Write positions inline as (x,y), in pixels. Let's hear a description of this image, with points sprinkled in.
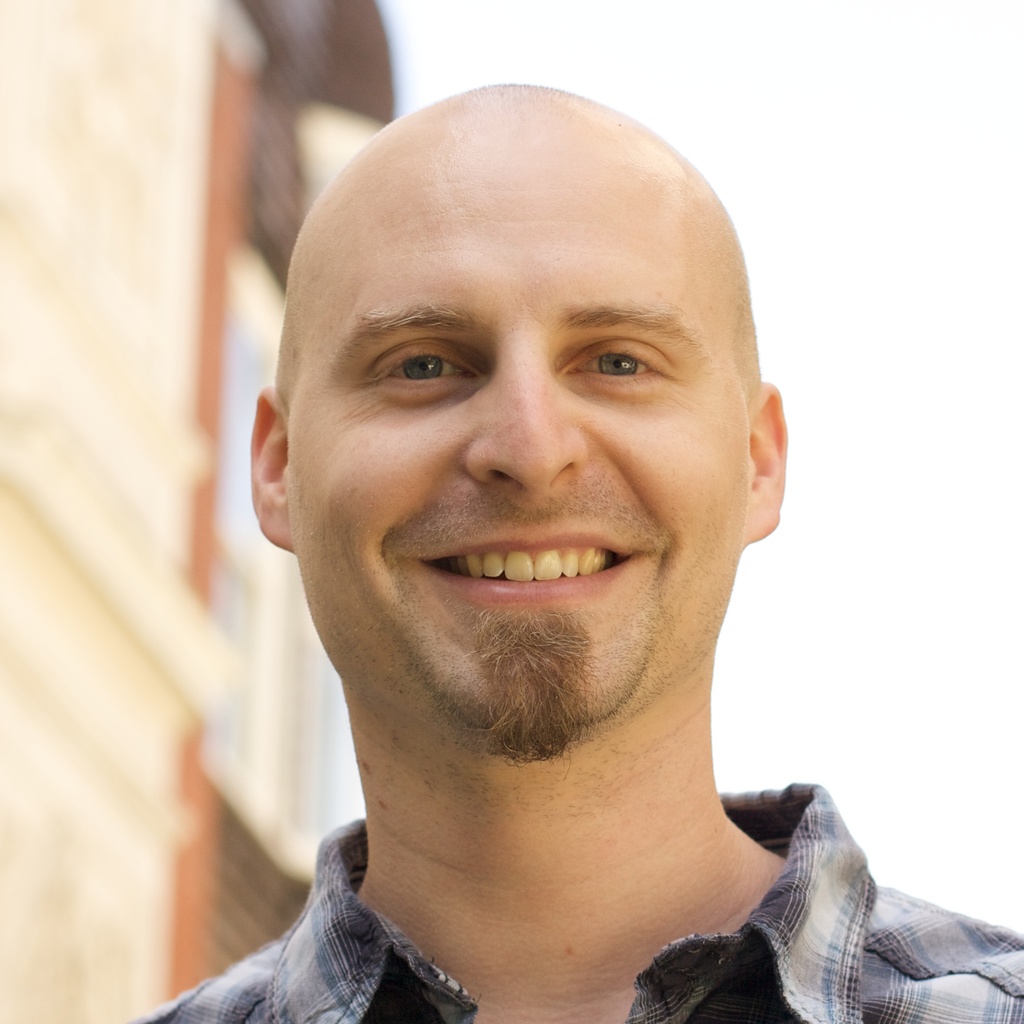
In the image there is a bald headed man (588,753) standing in the front (533,604) smiling and on the left side (70,736) there is a building (109,781) in the background (159,619) and above its sky (925,372).
